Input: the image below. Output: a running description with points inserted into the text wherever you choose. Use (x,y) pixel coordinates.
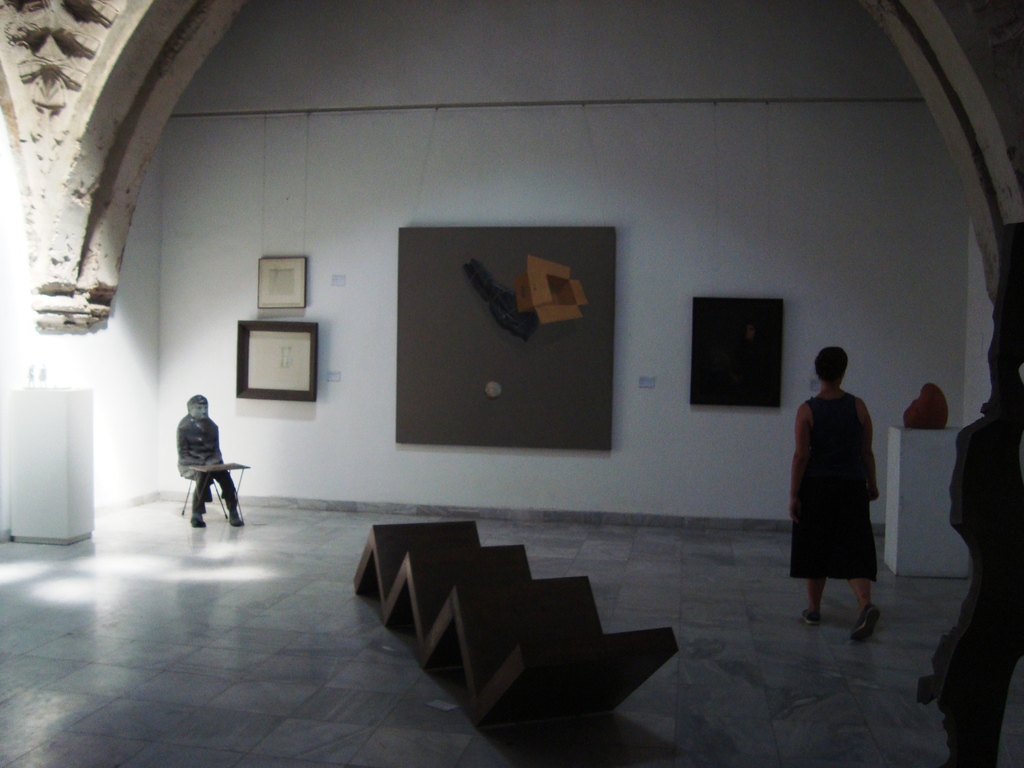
In the image I can see two people (869,597), frames (399,232) to the wall (368,485) and a ladder like thing (474,585) on the floor (274,600).
